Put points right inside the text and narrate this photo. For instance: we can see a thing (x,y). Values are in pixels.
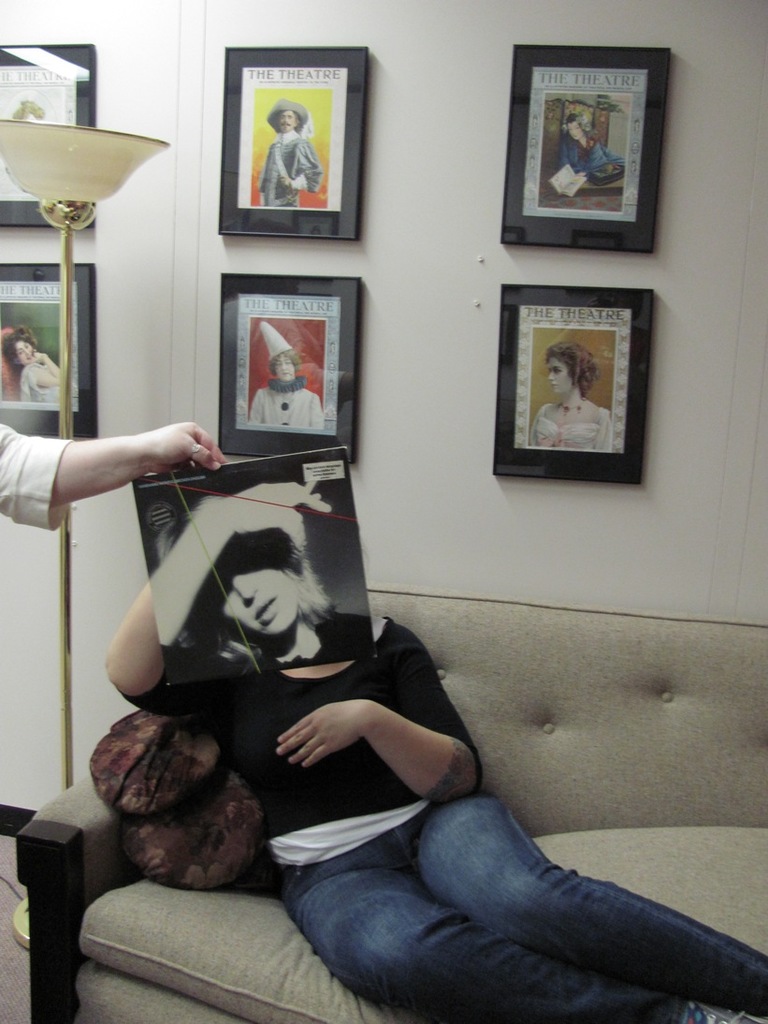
This is the picture of a room (707,467) in which there is a person (362,782) who is sitting on the sofa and to the side there is an other person (51,493) and behind there is a lamp (56,208) and some frames (33,430) to the wall (58,691).
